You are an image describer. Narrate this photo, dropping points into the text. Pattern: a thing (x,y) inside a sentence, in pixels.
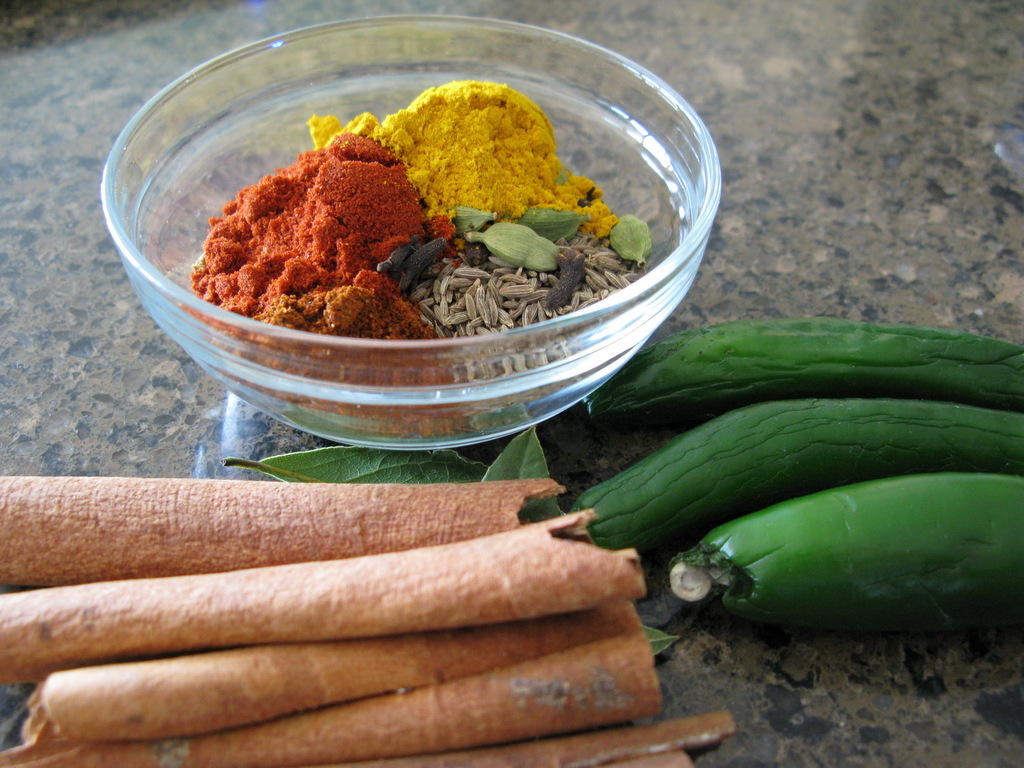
In this image there is a glass bowl (536,349) in the middle (378,382). In the glass bowl (405,275) there are cumin seeds (592,261), elaichi (514,243), chili powder (337,208), turmeric powder (516,154) and some masala powder (387,296). On the right side (822,389) there are three chilies (836,472). At the bottom (486,640) it looks like some food item (289,600).
